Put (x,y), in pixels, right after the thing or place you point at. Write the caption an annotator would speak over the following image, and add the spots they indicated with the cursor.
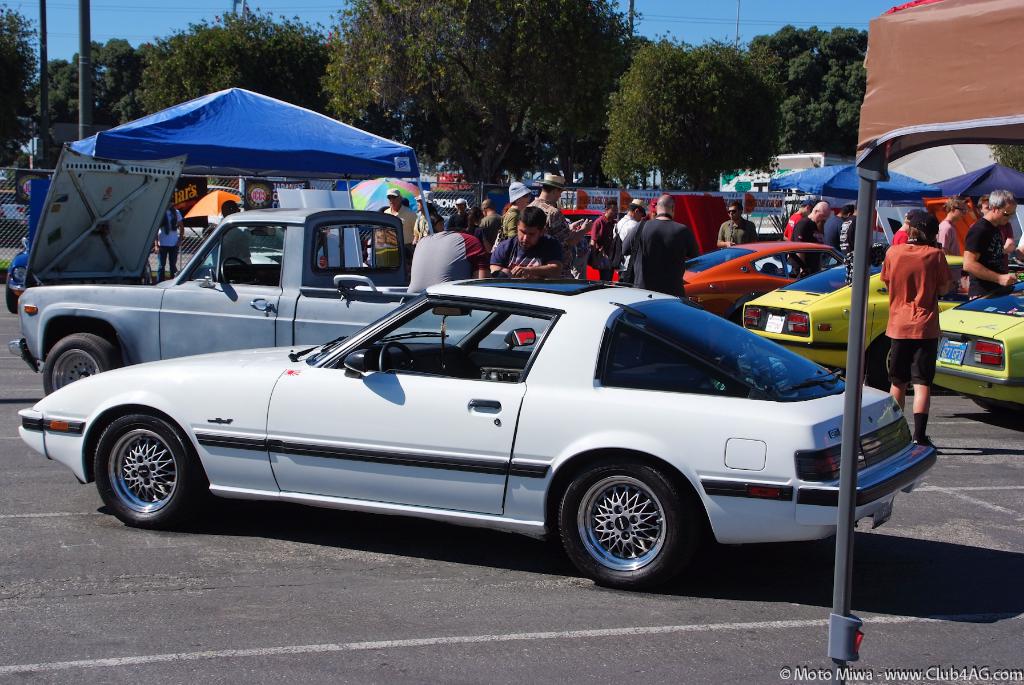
There are people (528,211) and we can see vehicles (334,426) on the road (296,608) and we can see tents (229,102) and fence (609,200). In the background (410,120) we can see trees (212,46), poles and sky (749,21).
